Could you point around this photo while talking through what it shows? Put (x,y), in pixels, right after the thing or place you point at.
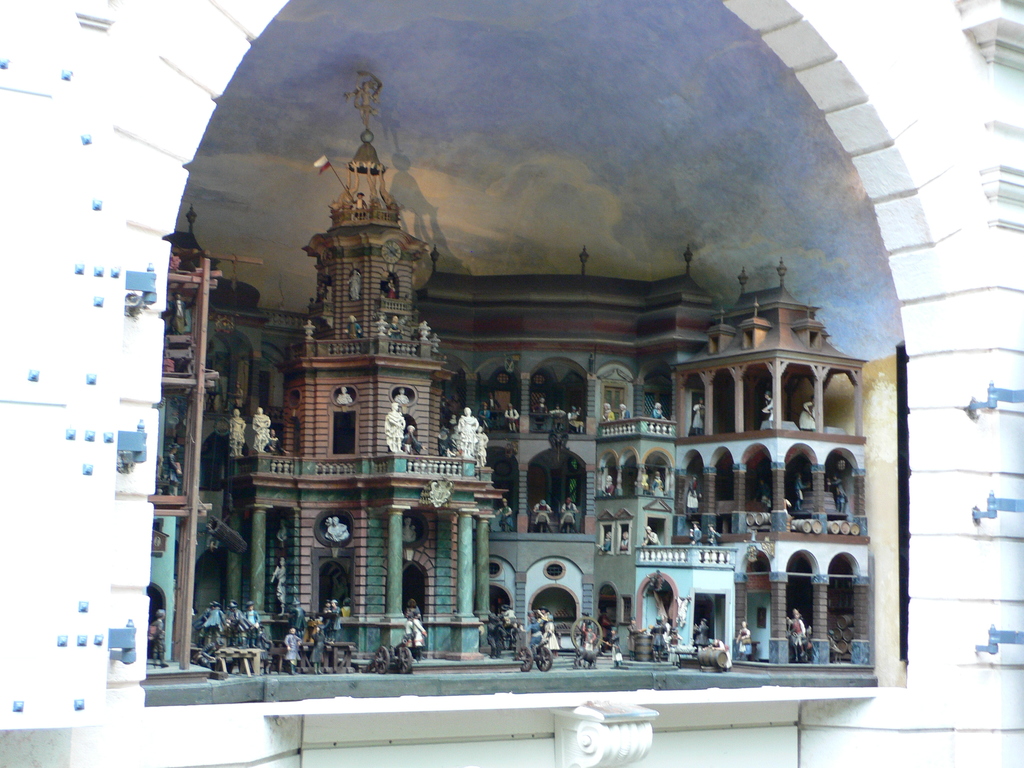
In this image we can see a toy building (421,379) on which a flag (343,186) and group of statues (232,432) are placed on it. On the right side of the image (722,657) we can see the barrels (708,659) and a group of people (659,651) standing on the ground (655,671).
